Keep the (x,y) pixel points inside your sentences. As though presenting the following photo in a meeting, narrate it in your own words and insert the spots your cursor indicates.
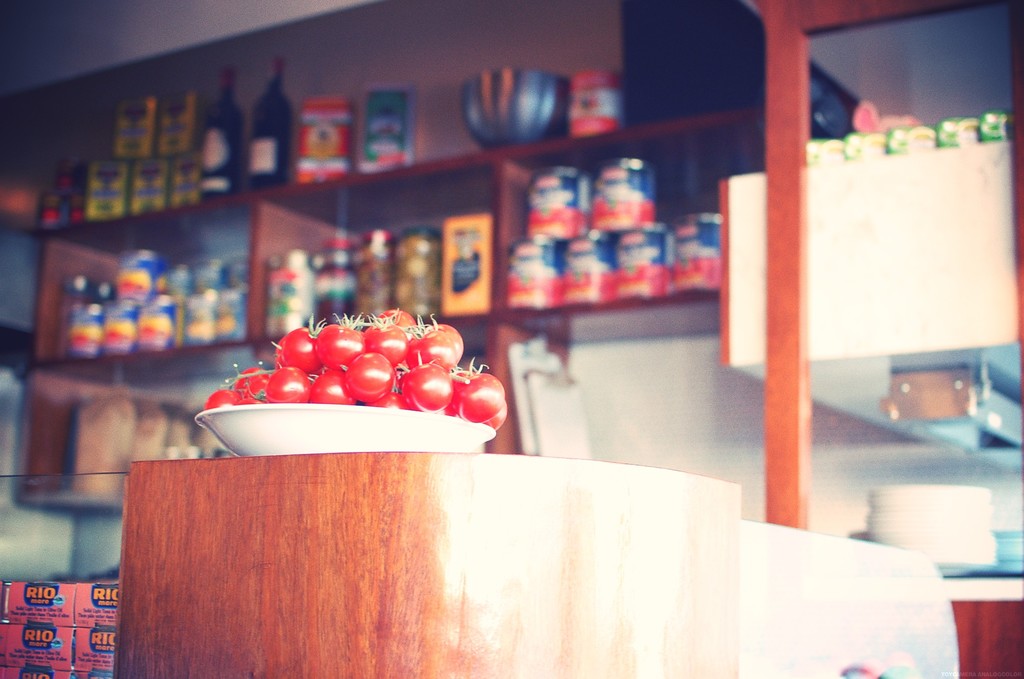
In this picture we can see fruits (258,376) in a bowl (327,425) and this bowl (316,408) is placed on a platform (390,480) and in the background (507,337) we can see bottles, jars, shelves (520,338) and some objects (716,230).
